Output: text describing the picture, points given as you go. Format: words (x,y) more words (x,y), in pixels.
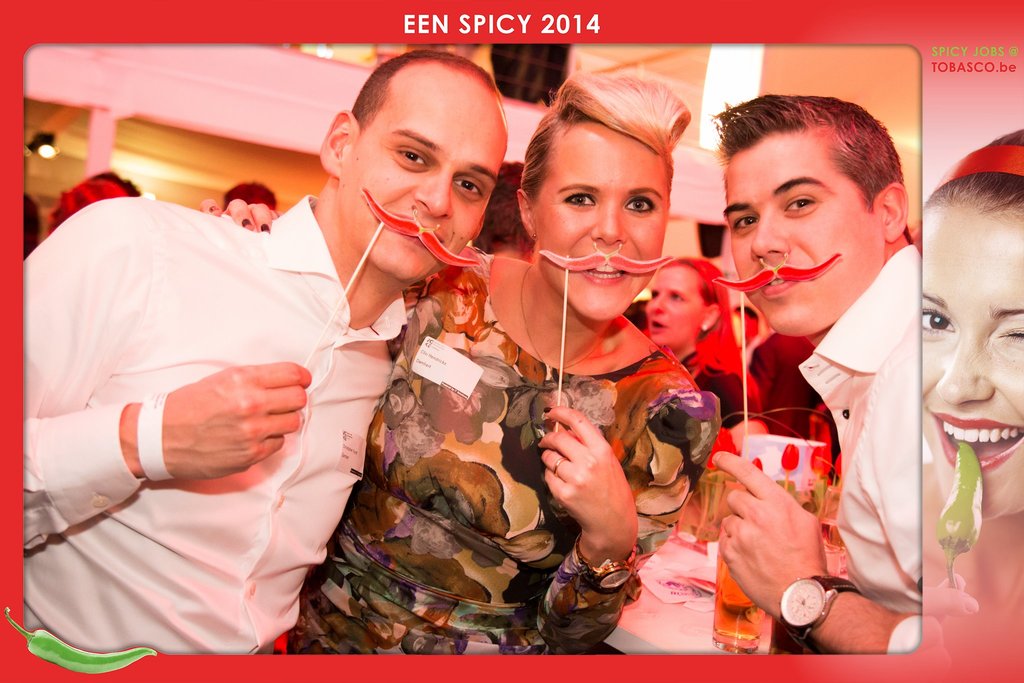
In this picture I can see a poster (995,268) and I can see few people (428,338) are standing and looks like a man (779,512) holding a stick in his hand (764,499) and I can see a glass (737,602) and few papers (695,604) on the table (670,619) and I can see few people (385,318) holding small sticks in their hands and I can see text (479,31) at the top middle (536,18) and at the top right corner of the picture (931,62).
